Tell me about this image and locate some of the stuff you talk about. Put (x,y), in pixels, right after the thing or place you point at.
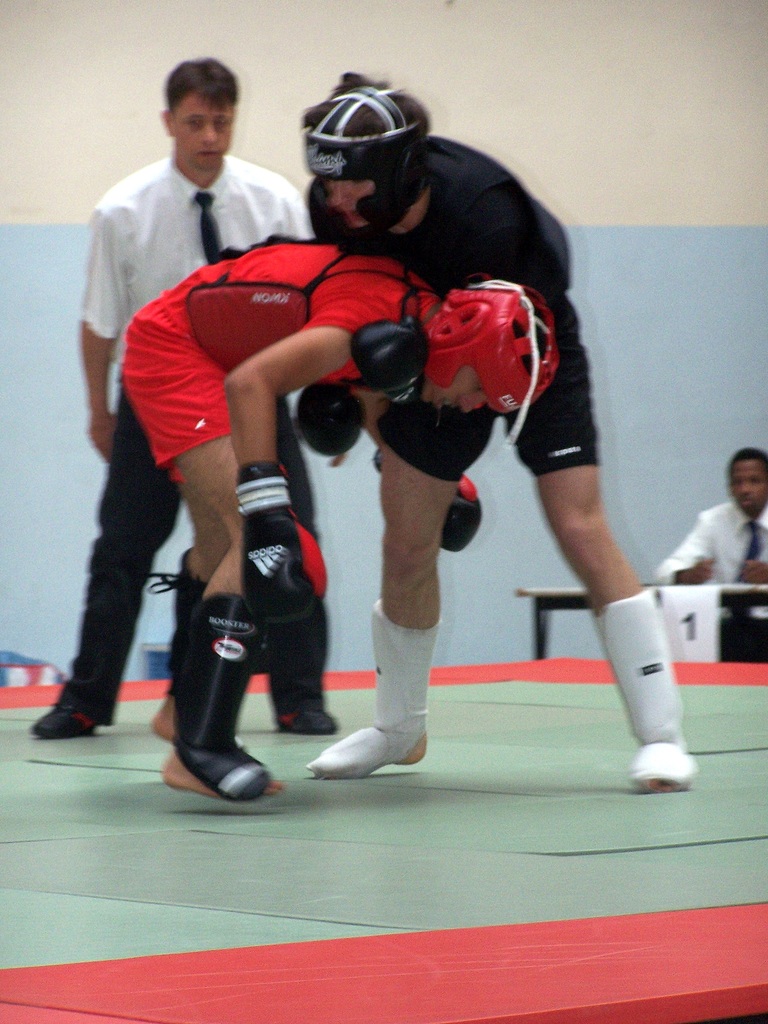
In this picture, there are two women (442,306) fighting with each other. One of the woman (192,426) is wearing red and another woman (440,176) is wearing black. At the bottom (361,822), there is a mat (381,985). Behind them, there is a man (151,282) wearing white shirt (138,247) and black trousers (104,593). Towards the right (713,534), there is a man (700,565) sitting beside the table (568,593). In the background (602,176), there is a wall (659,305).
